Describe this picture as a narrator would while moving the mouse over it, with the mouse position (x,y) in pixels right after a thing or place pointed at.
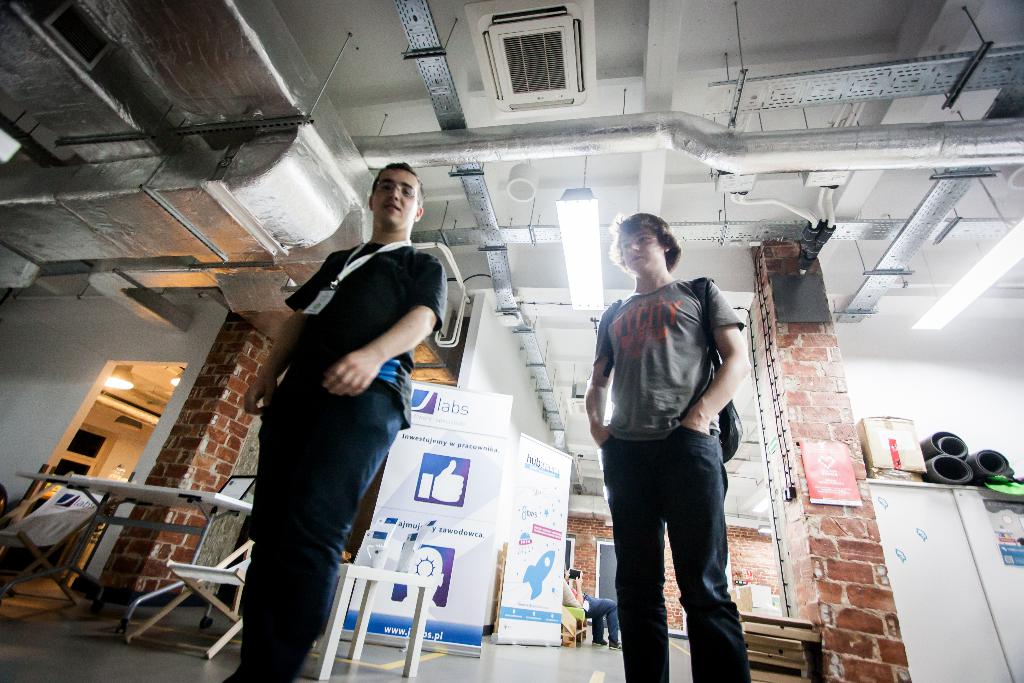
In this image there are two men (420,329) standing. To the left (171,504) there are chairs (239,566) and a table (218,502). There is a laptop (230,493) on the table (208,530). Behind the table (208,530) there are boards (454,512) on the floor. To the right (920,555) there is a table (964,573). On the table (944,495) there are boxes (901,433) and mats (954,457) on the table (969,600). Beside the table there is a pillar (805,486). There is a board (825,483) with text (825,483) on the pillar (809,513). In the background (593,604) there is a person (593,615) sitting. At the top (783,40) there is a ceiling (383,60). There are metal rods (586,137) and lights (567,263) to the ceiling (557,297).
